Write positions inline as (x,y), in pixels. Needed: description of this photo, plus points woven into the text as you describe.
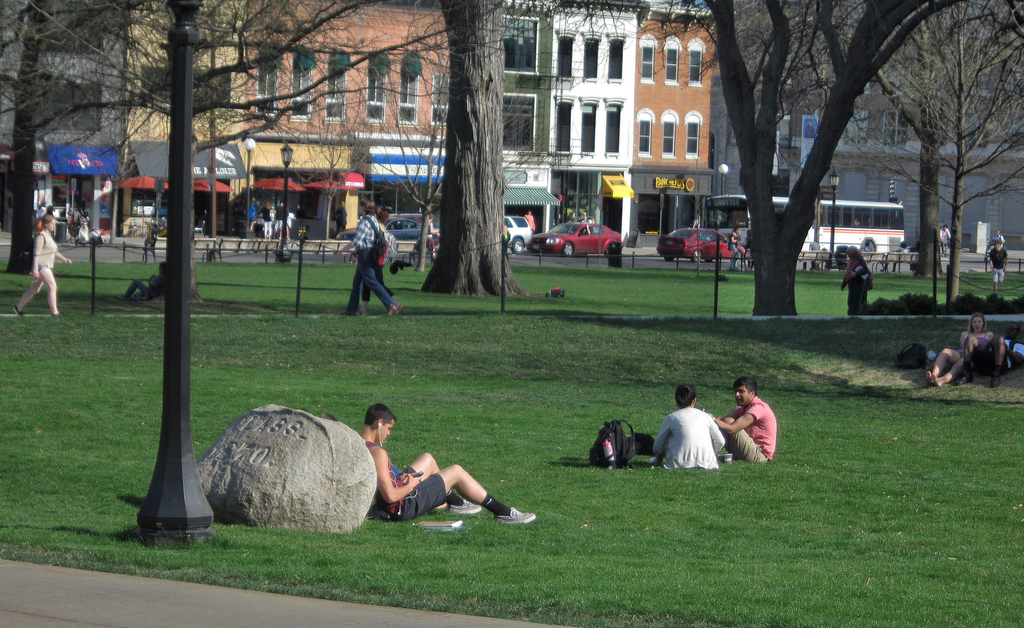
In this image there is a pavement (168,593) and a grassland (59,351) on that grassland (643,482) there are people (383,460) sitting and there is a stone (251,505), light poles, trees (958,182), in the background (852,221) vehicles (551,233) are moving on the road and there are buildings (429,128).
